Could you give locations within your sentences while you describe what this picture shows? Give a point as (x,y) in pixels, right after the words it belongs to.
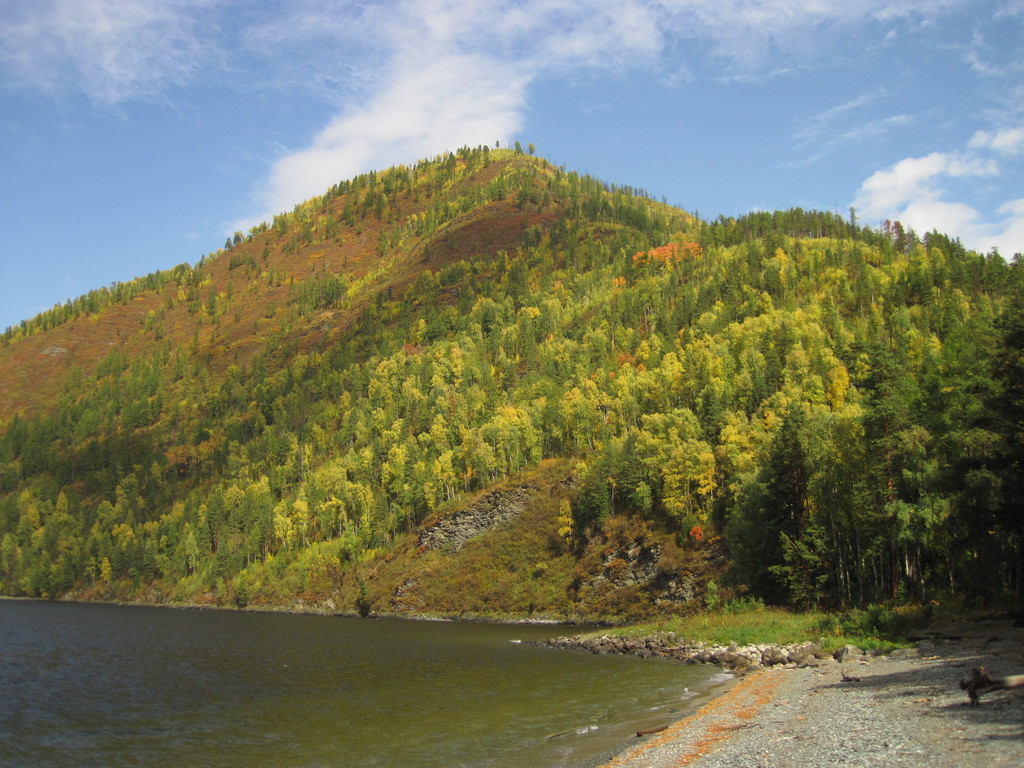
In the picture we can see water (301,629) and near to it, we can see stone surface (709,715) and in the background (936,563), we can see a grass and hills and trees (1002,491) on it and we can also see a sky (350,88) with clouds (898,177).
